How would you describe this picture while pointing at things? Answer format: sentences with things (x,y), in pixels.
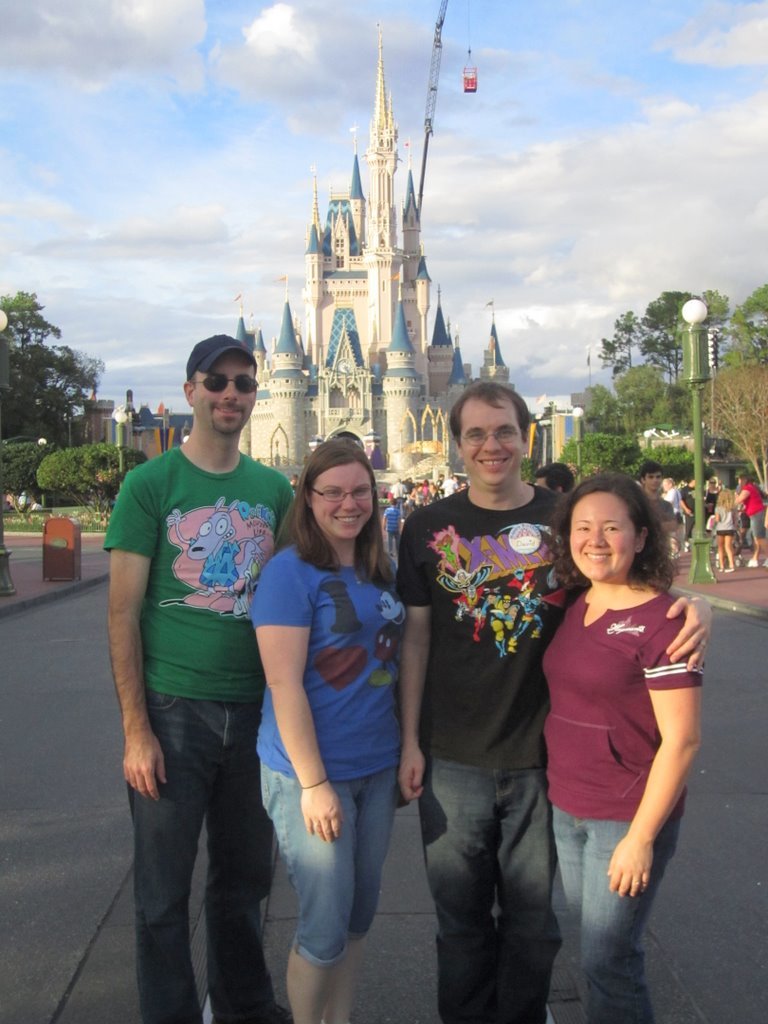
In this image in the foreground (320,665) there are some persons (345,580) standing and smiling. In the background (324,385) there is palace (353,314) and on the right side (691,402) and left side (20,426) there are some trees (756,391) plants (586,442), and some persons (754,497) are standing and there is one pole (697,404). On the right side (647,215) at the top (499,156) there is sky (513,160), and some tower (424,132) and basket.
